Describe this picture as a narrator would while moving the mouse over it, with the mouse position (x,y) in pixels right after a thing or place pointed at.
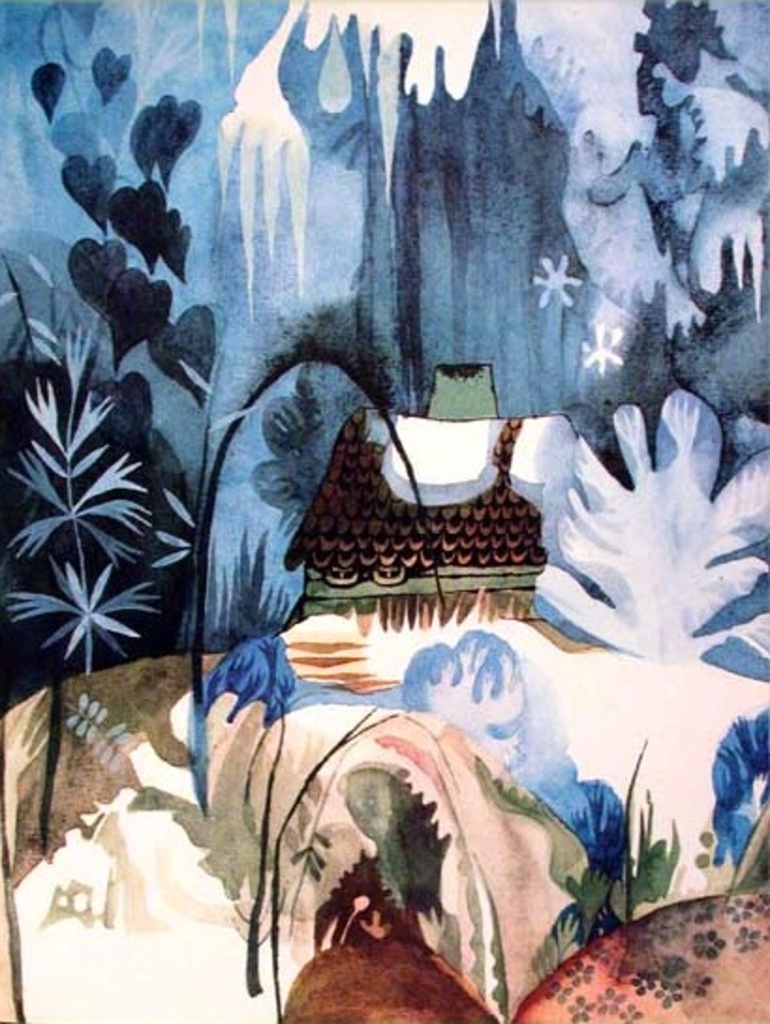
This is a painting. In this picture we can see a house (355,489), plants (52,642) and heart shaped leaves (126,418) in the background (72,353).
